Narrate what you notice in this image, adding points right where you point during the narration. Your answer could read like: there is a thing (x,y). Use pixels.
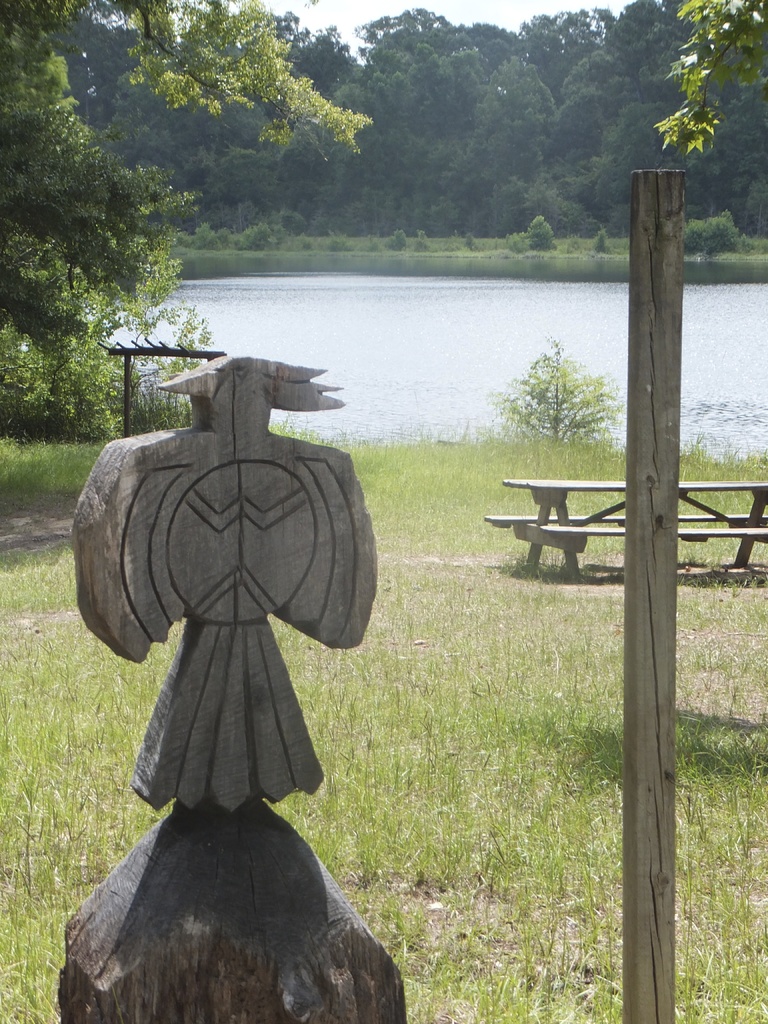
The image is outside of the city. In the image there are trees (76,167) from right to left and a lake (381,353), bench (543,490) at bottom (491,683) there is a grass (482,750).
